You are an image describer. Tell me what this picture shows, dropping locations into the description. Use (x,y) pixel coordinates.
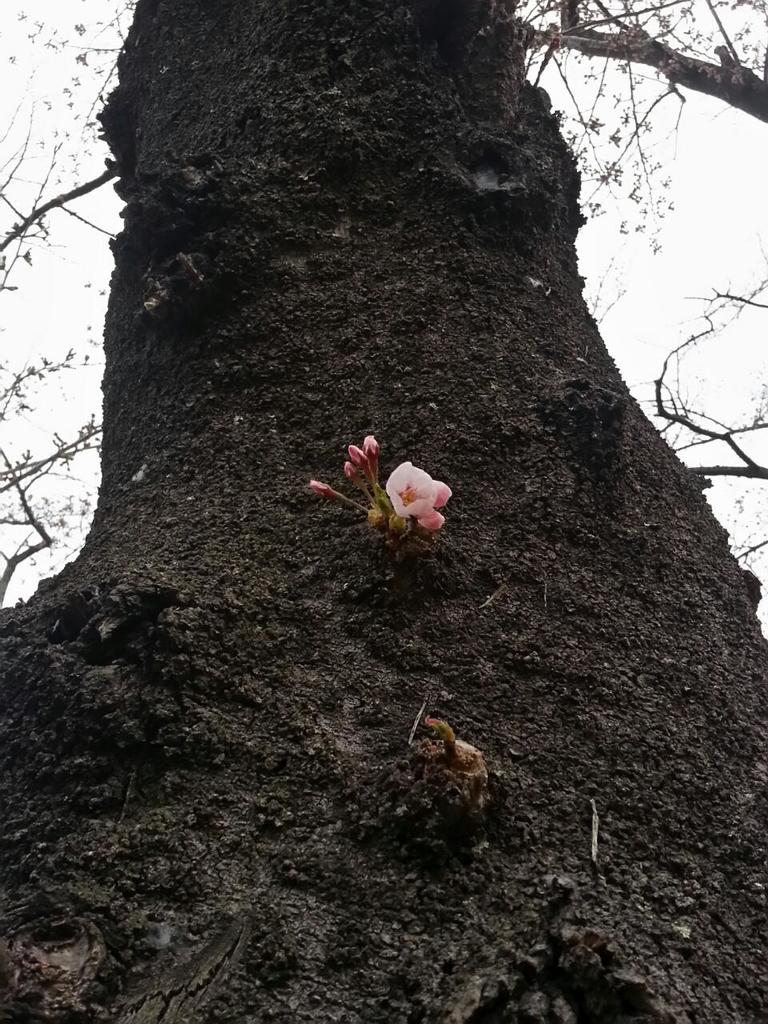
In this image there is a tree trunk (370,430), there is a tree (663,57) towards the top of the image (658,67), there is a flower (424,491) on the tree trunk (446,467), there are flowers (376,489) on the tree trunk (333,500), at the background of the image (71,161) there is the sky (69,301).
